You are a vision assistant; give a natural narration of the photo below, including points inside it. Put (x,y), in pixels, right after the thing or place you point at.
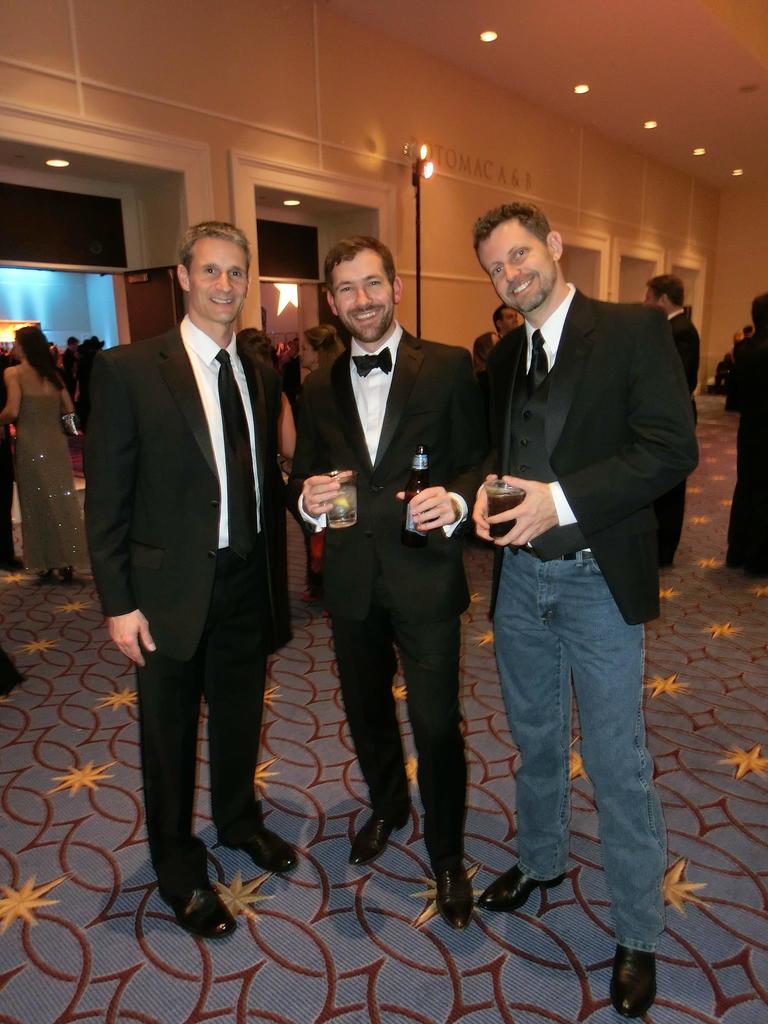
In this image I can see number of people (349,298) are standing and I can see all of them are wearing formal dress (679,334). In the front of the image (547,362) I can see two men (433,446) are holding glasses (354,503) and one of them is holding a bottle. I can also see three men (374,298) are smiling. In the background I can see a pole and number of lights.
